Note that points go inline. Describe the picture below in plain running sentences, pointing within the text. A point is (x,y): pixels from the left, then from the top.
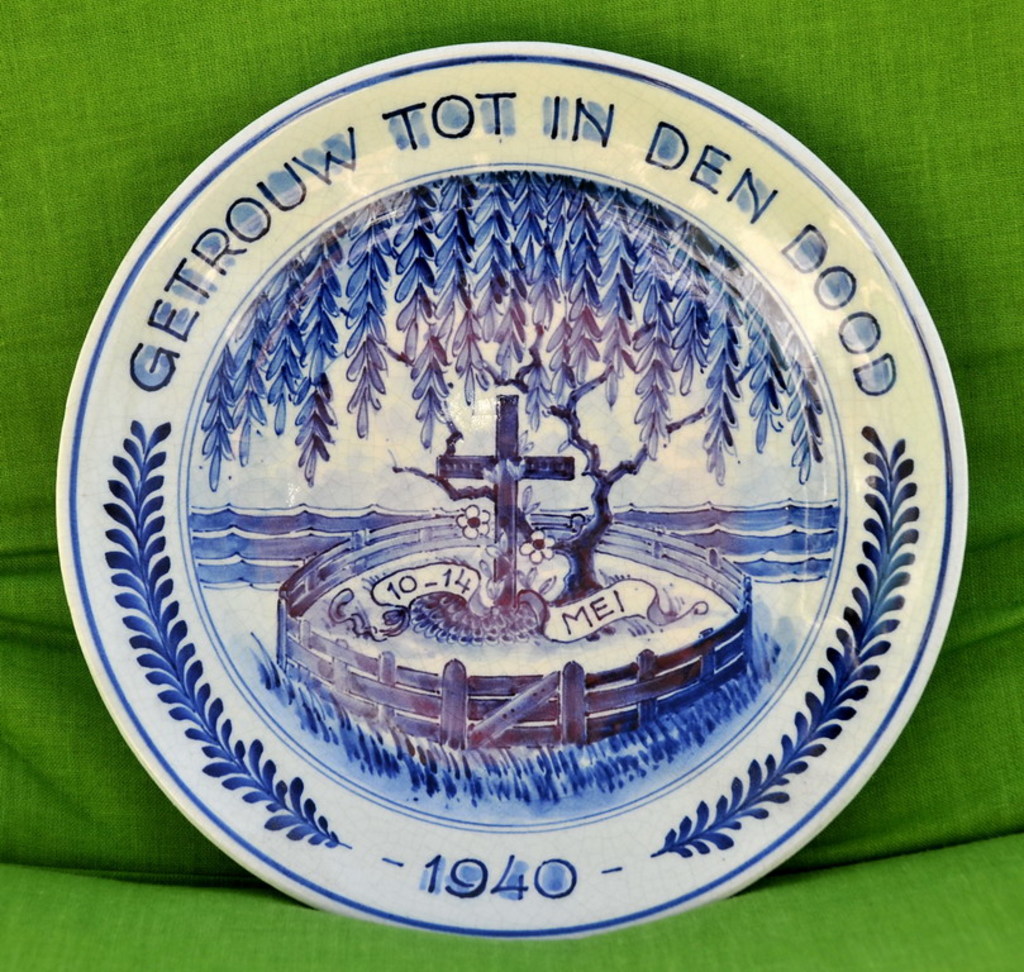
In this picture I can see a white color thing (413,312) on which there is a logo (378,259) and it is on the green color cloth (202,928).
